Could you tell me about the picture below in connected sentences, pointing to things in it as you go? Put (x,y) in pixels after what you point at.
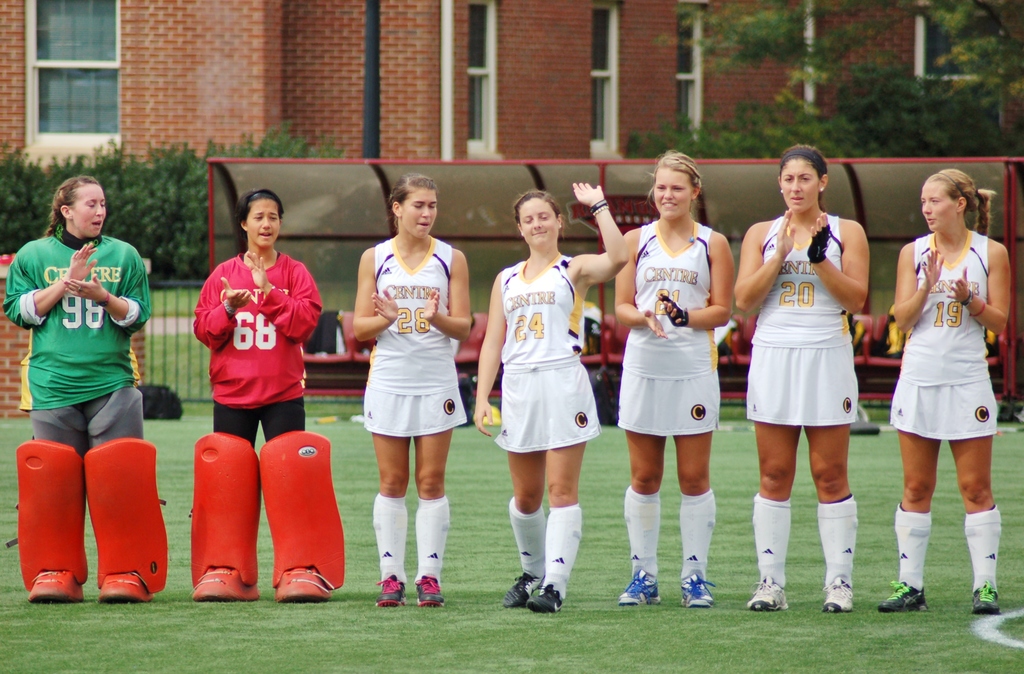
In this image there are seven women (643,349) standing in the playground (495,576). In the background (551,130) we can see a building (594,51) and also trees (789,41) and bushes (159,180). There is also a roof (551,188) for shelter.
